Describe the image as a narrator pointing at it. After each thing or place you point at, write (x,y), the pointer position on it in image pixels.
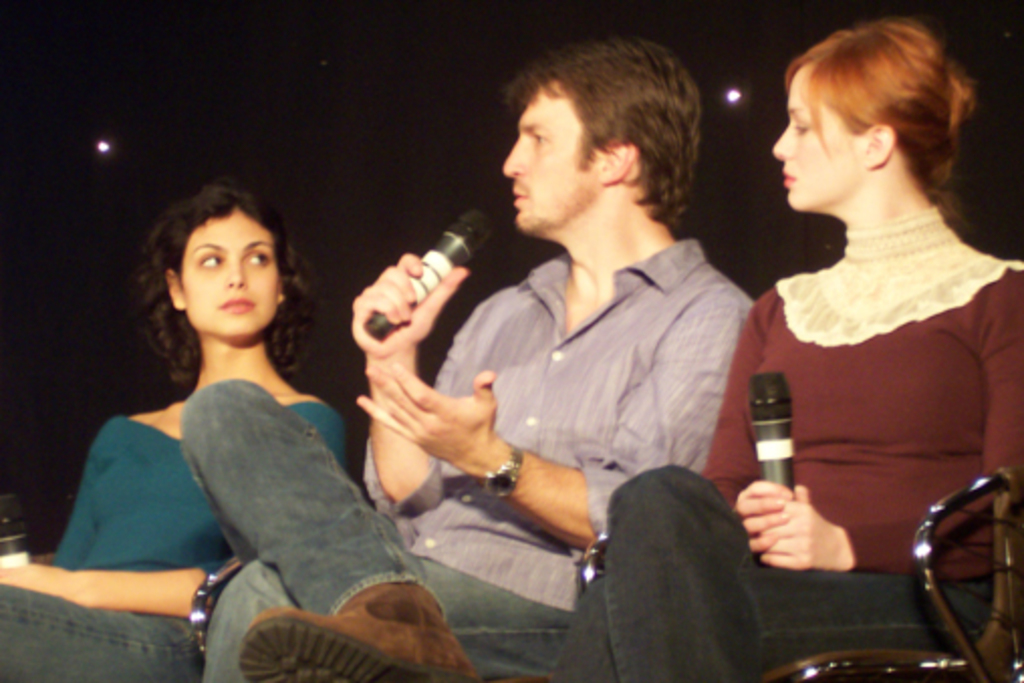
In this image there are three persons (664,641) sitting on the chair (918,663). The woman (845,477) is holding a mic (772,415).
